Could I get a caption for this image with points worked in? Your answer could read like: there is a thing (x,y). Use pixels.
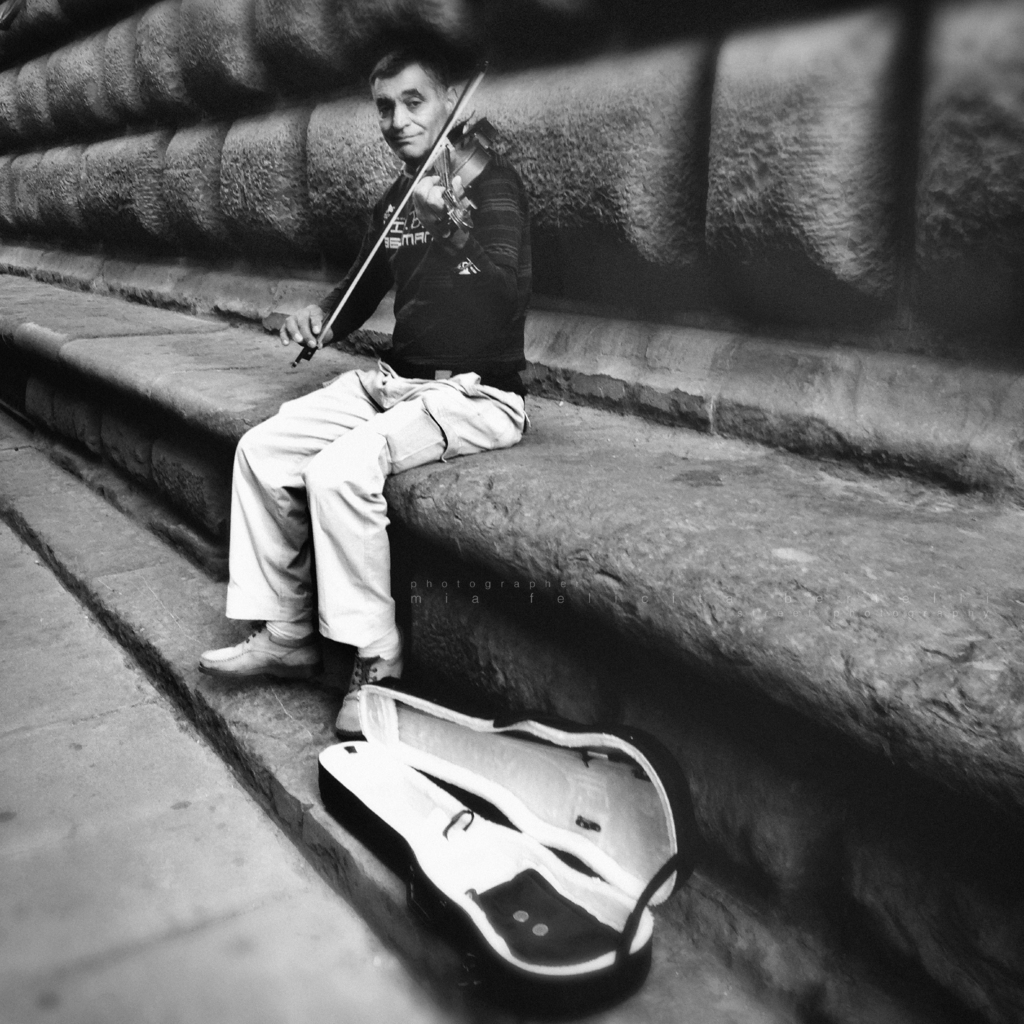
In the picture we can see a stone bench path (57,348) and a wall (699,176) and on it we can see a person (366,597) sitting on it and playing a violin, holding it by hand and near to him on the floor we can see a violin cover box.
